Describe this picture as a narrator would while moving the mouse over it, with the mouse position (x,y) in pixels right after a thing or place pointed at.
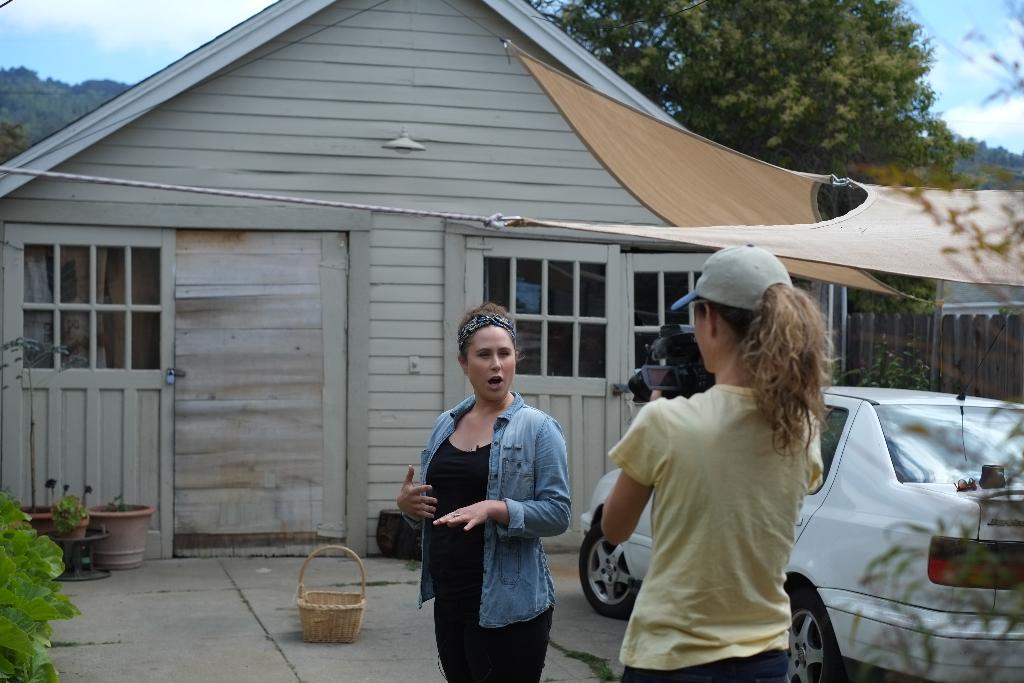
In this image I can see there are two ladies (613,511), plant pots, car (593,531) and basket (351,553) on the floor (372,682) in-front of wooden house (87,467), behind the house (222,287) there are so many trees (715,10).
